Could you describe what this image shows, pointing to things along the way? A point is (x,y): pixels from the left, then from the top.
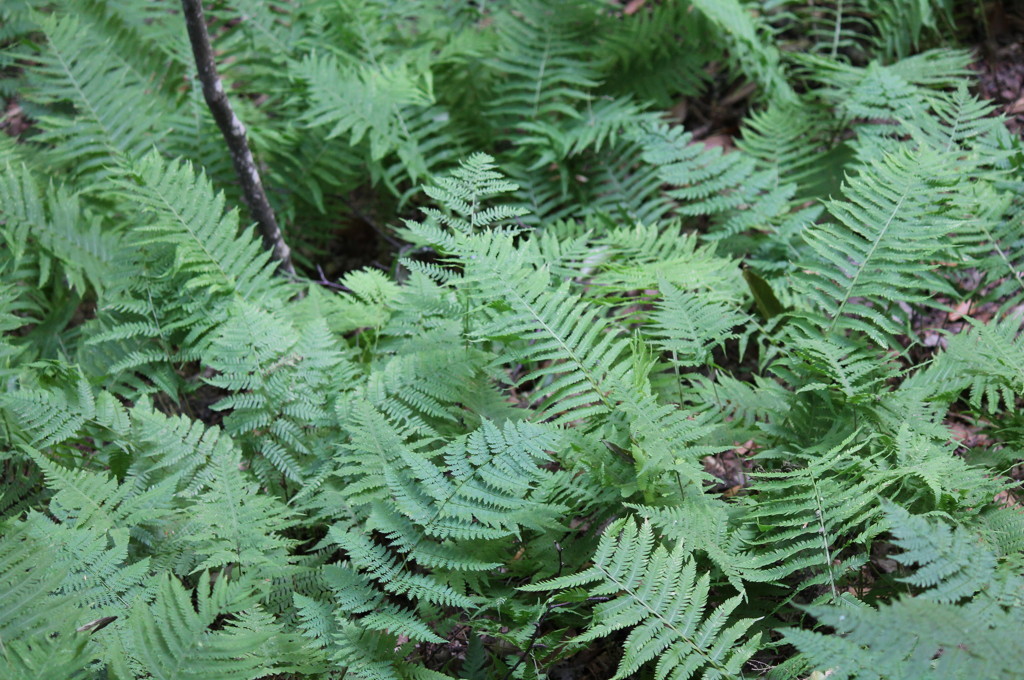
This image consists of many plants (535,325). It looks like it is clicked in a forest (94,347).
